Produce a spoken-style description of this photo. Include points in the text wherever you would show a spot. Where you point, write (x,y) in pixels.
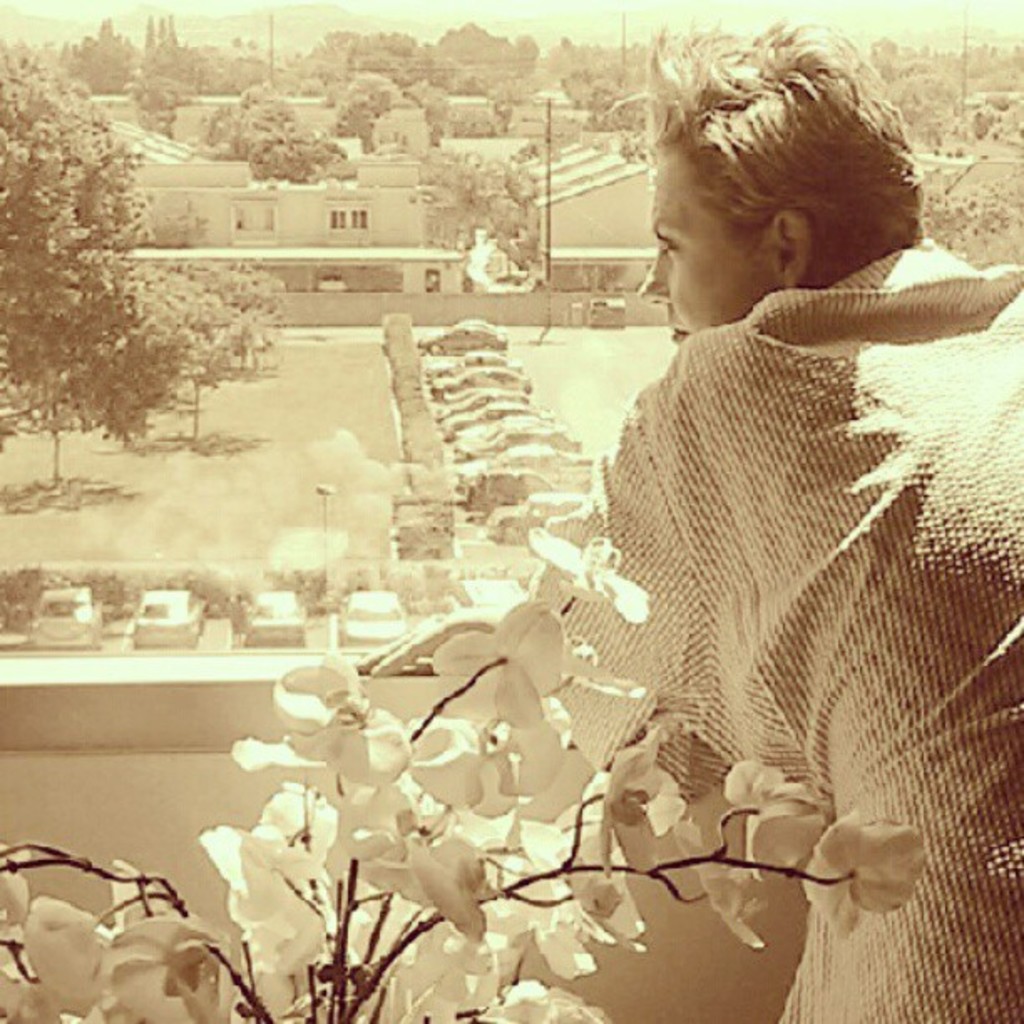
On the right side of the image (804,626) we can see a person (782,760) standing. In the center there is a plant (416,930). In the background (460,368) we can see cars (449,438), trees (106,341), buildings (571,275), poles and sky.
